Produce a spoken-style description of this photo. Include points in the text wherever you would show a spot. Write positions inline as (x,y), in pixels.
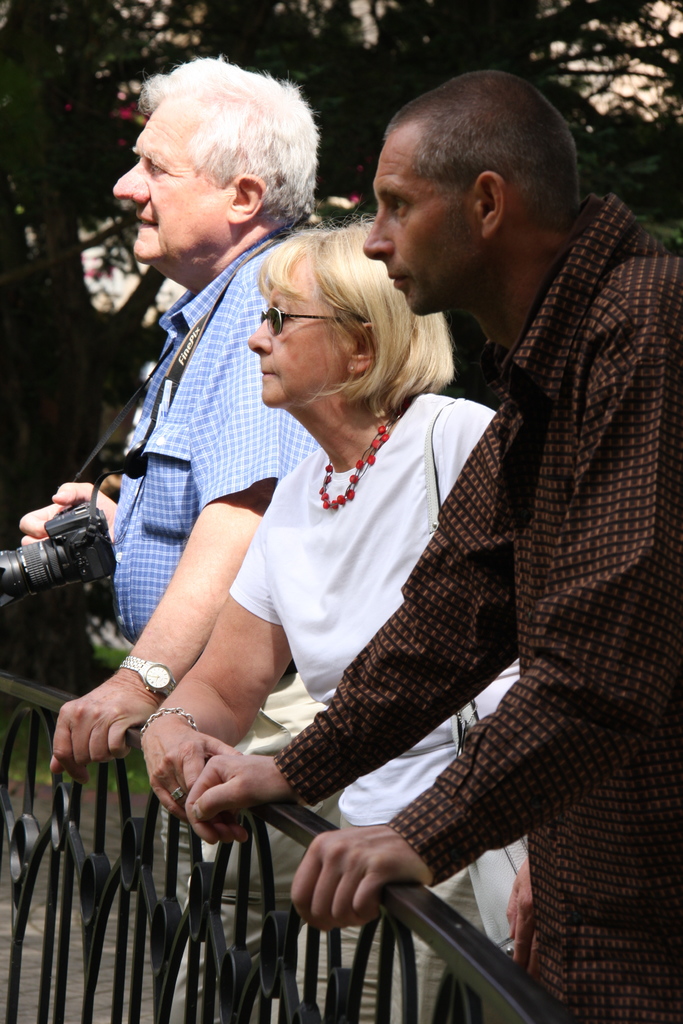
There are three persons (327,452). They are standing and they are holding a bridge wall (266,860). On the left side (218,511) we have a person (205,509). He's holding a camera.
